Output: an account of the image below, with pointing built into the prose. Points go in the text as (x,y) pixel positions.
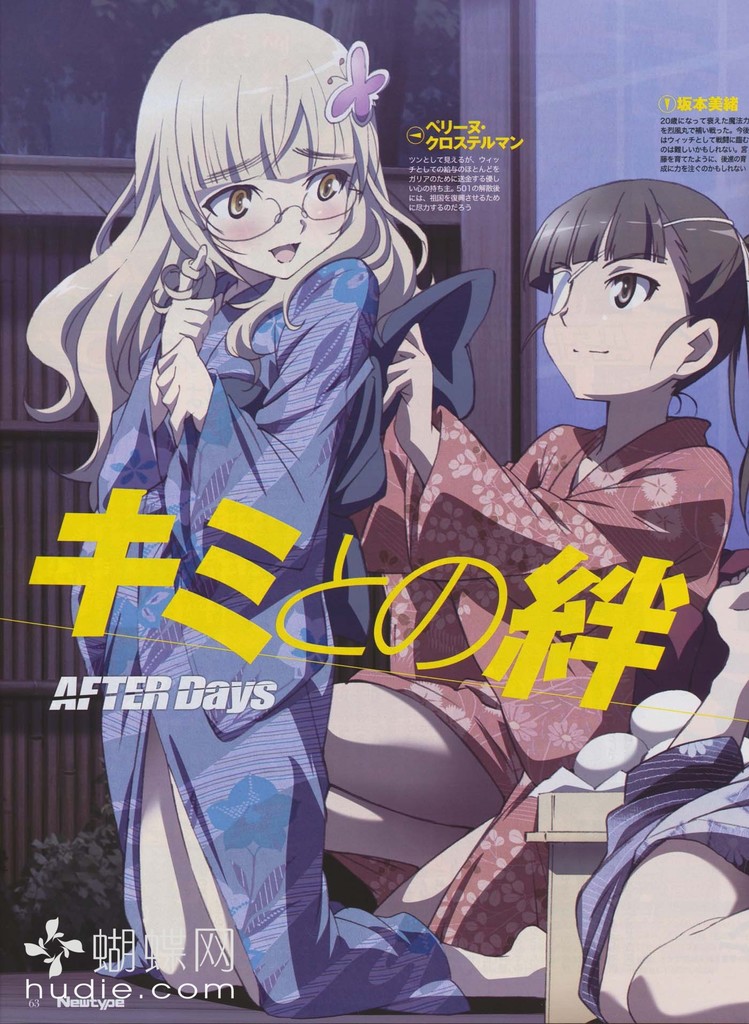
In this picture I can see some cartoon images (427,594) and I can see text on the picture and I can see text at the bottom left corner of the picture (94,996).
